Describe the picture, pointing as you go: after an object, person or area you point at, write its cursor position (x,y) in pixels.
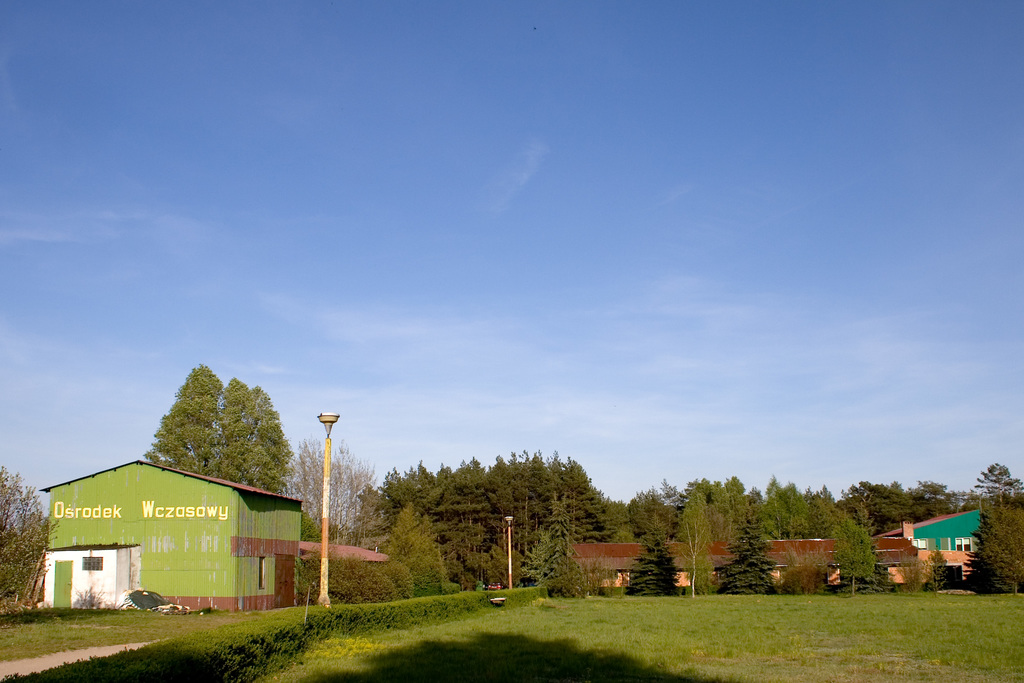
On the bottom left (277,509) we can see green color shade (141,519). In the background (642,527) we can see buildings (934,572) and many trees (776,513). On the bottom (616,655) we can see grass (808,681) and plants (263,648). Here we can see street lights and poles (509,561). On the top (575,90) we can see sky (615,159) and clouds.
